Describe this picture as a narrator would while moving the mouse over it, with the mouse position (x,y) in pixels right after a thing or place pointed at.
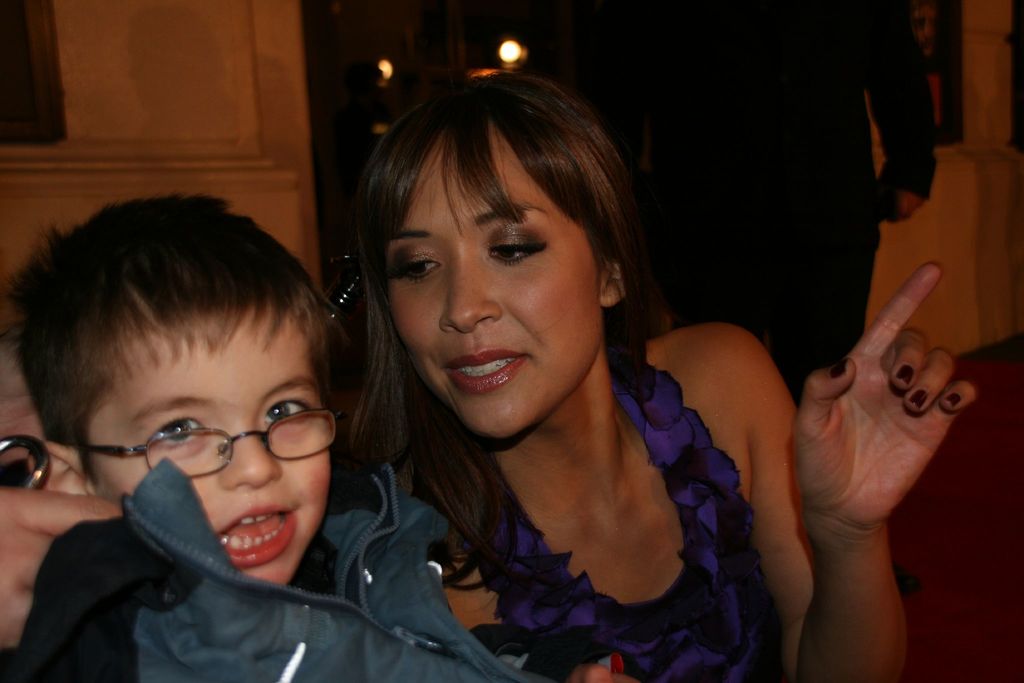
In this picture we can observe a woman (570,514) wearing a violet color dress (675,594). Beside the woman (613,591) there is a boy (130,535) wearing spectacles (163,443). In the background (724,155) there is a person (741,185) standing. There is a wall (195,84) here.
